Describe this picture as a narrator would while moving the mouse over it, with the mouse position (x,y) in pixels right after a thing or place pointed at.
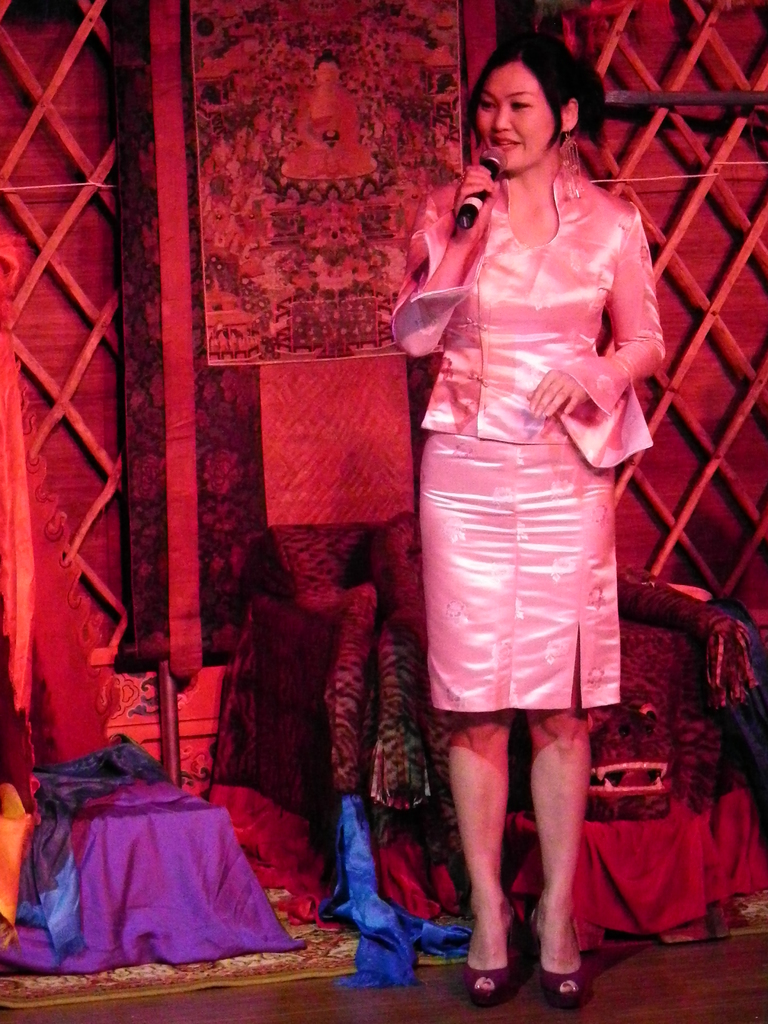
In the image I can see a lady (541,844) standing on floor (687,1000) and holding a microphone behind her there are some clothes (737,872) in-front of wall (76,140).
